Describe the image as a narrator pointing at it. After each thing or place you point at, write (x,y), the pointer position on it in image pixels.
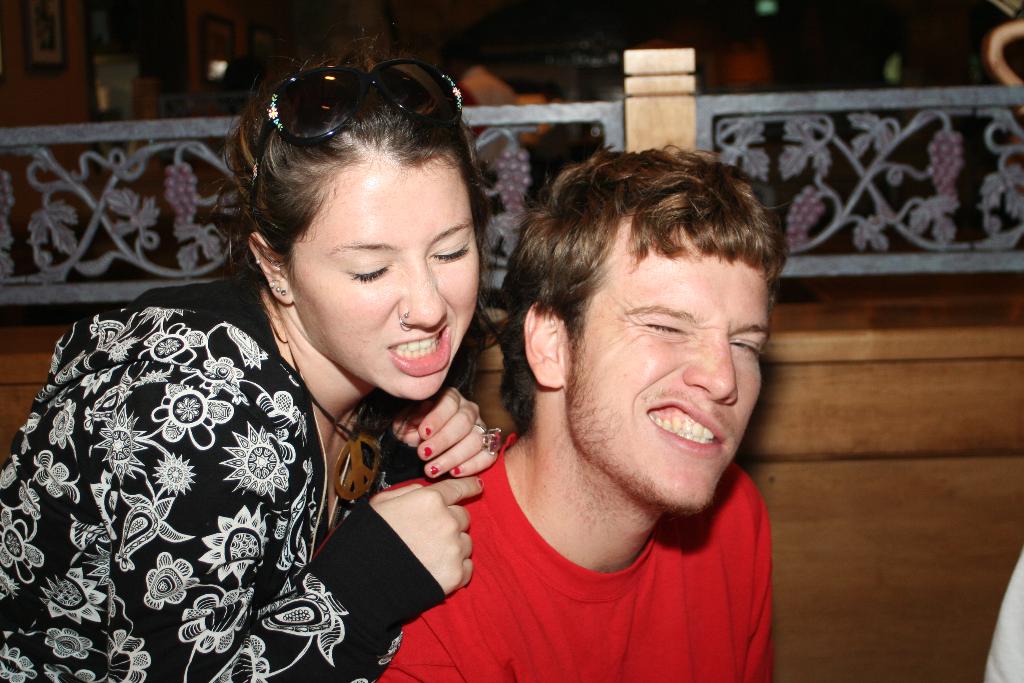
In this image I can see a woman (330,373). I can see a man (630,513). In the background (93,133), I can see a rail (93,133). I can see some photo frames (258,56) on the wall (194,51).
